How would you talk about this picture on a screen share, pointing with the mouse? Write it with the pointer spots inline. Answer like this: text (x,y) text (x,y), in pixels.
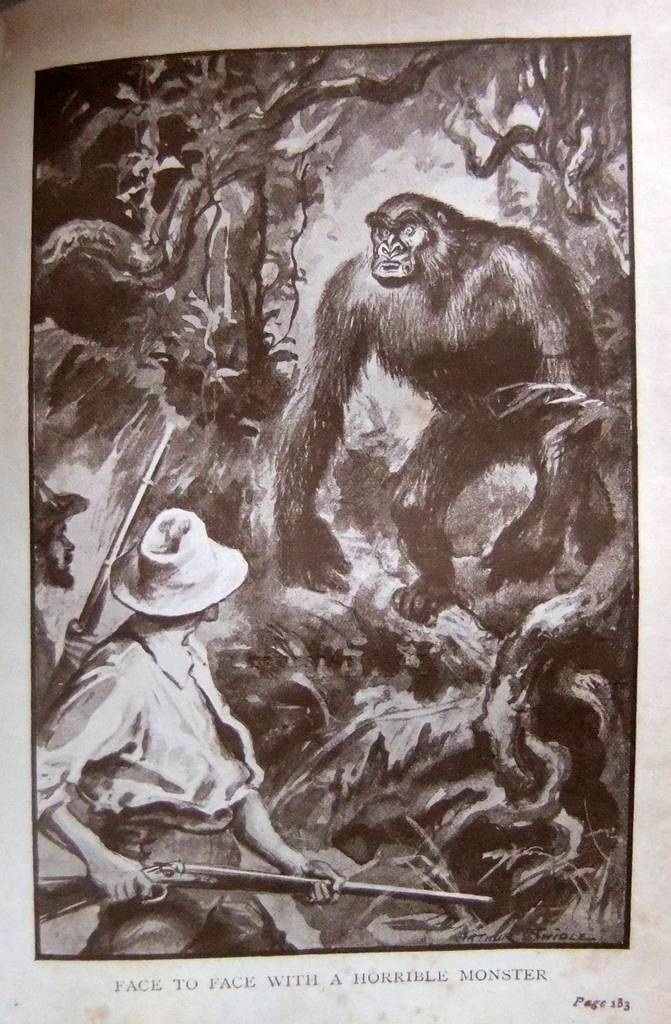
In this image there is a paper (527,524) and we can see a person (194,891) holding a gun (150,898) and there is an animal (414,466). In the background (122,174) there are trees (122,184). At the bottom (198,988) we can see text (402,983).
